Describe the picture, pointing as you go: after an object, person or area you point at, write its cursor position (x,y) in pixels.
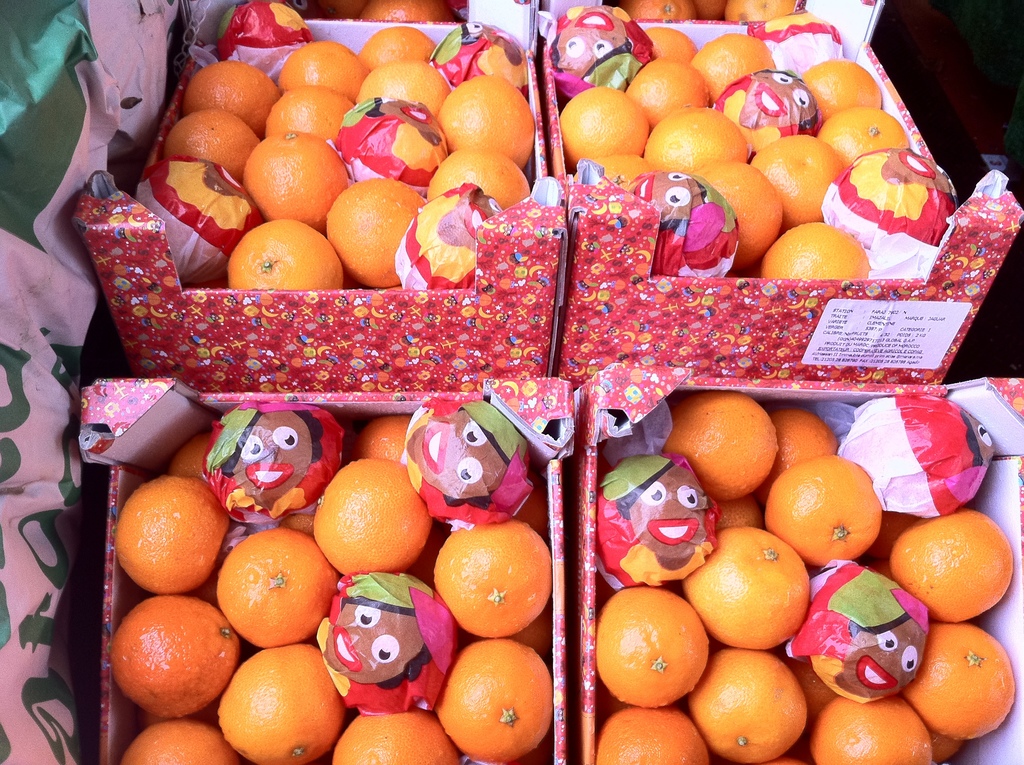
In this picture there are oranges (699,433) in the boxes (367,300) and there is a label (948,348) on the box (613,305). There is text (872,342) on the label (925,350). On the left side of the image (51,9) there is a cloth (54,710), there is text (63,482) on the cloth (8,670).
